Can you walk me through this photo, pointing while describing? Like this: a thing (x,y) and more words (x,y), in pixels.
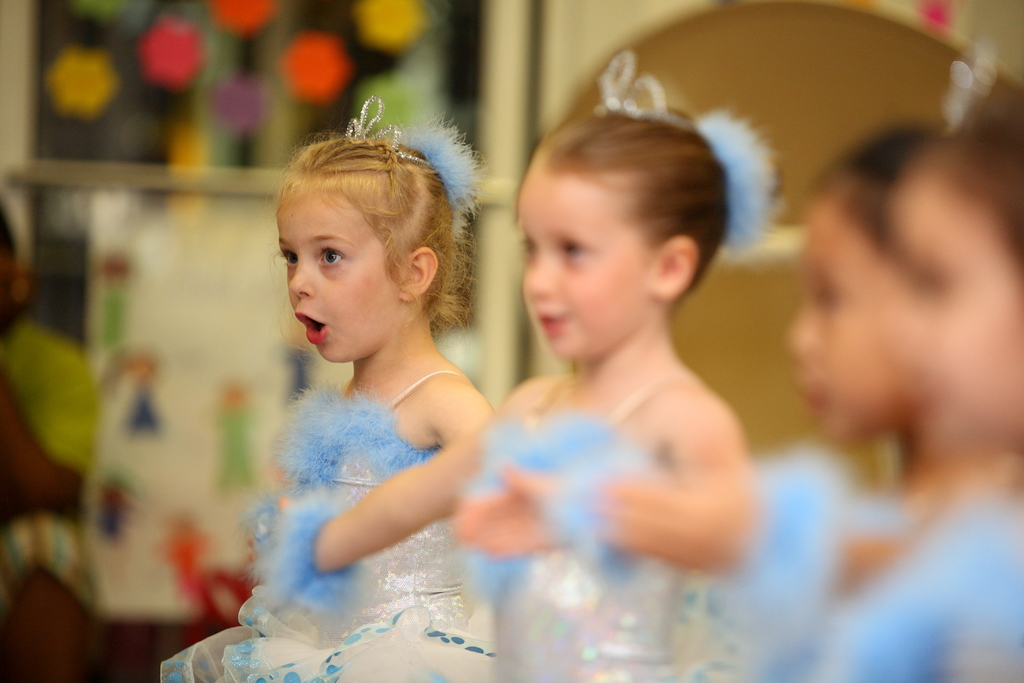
In this image there are kids (515,544) standing, in the background (222,380) it is blurred.
